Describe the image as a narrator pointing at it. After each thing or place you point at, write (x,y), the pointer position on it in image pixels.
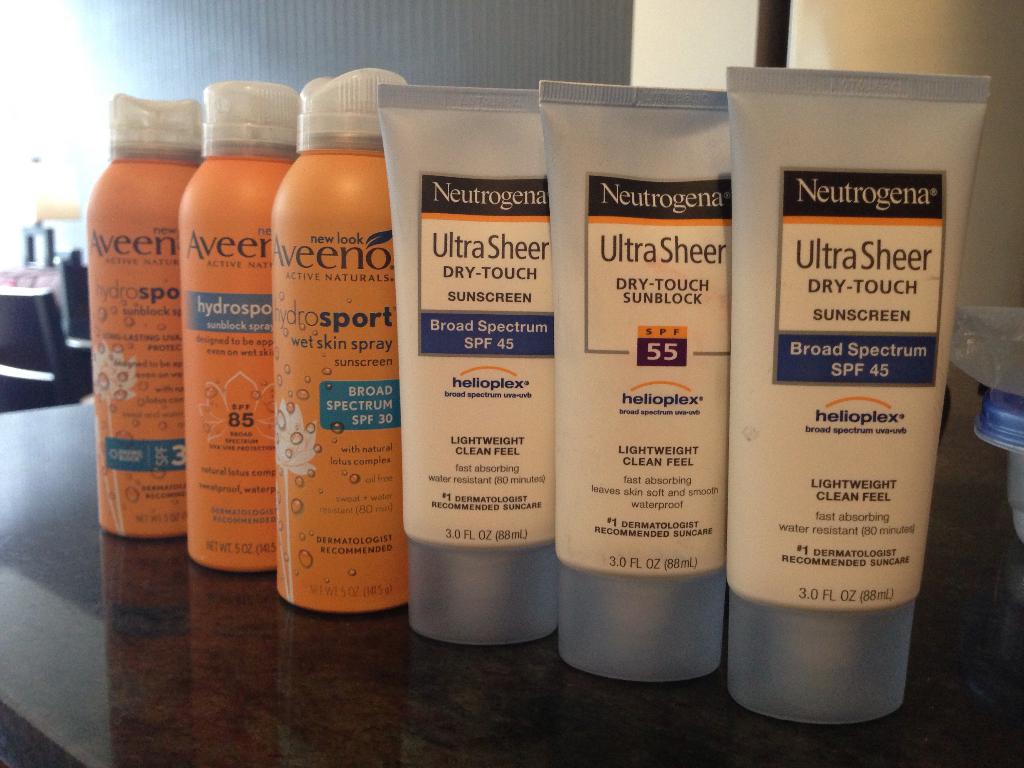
In this image there are three cream tubes (760,424), three spray bottles (225,443) on the table (502,737), and in the background (53,264) there are some objects (1016,498) and a wall (974,50).
